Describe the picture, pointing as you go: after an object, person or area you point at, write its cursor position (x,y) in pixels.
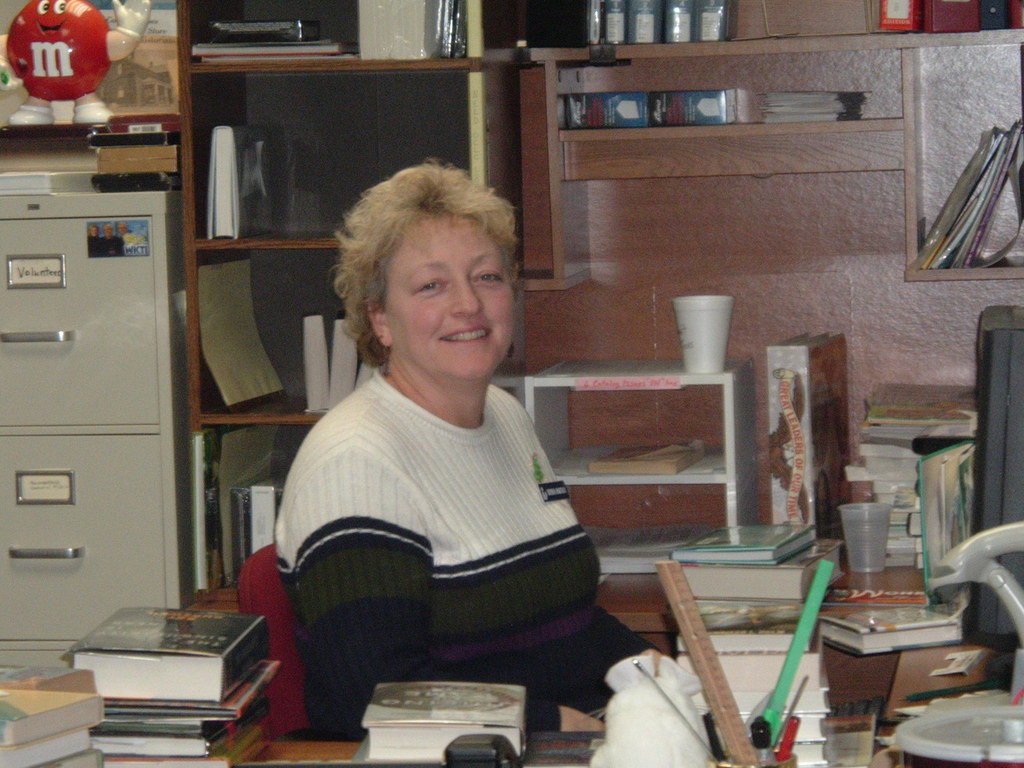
There is a woman (412,205) sitting in chair (293,686) with table (829,690) in front of them and books (162,680) on table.
